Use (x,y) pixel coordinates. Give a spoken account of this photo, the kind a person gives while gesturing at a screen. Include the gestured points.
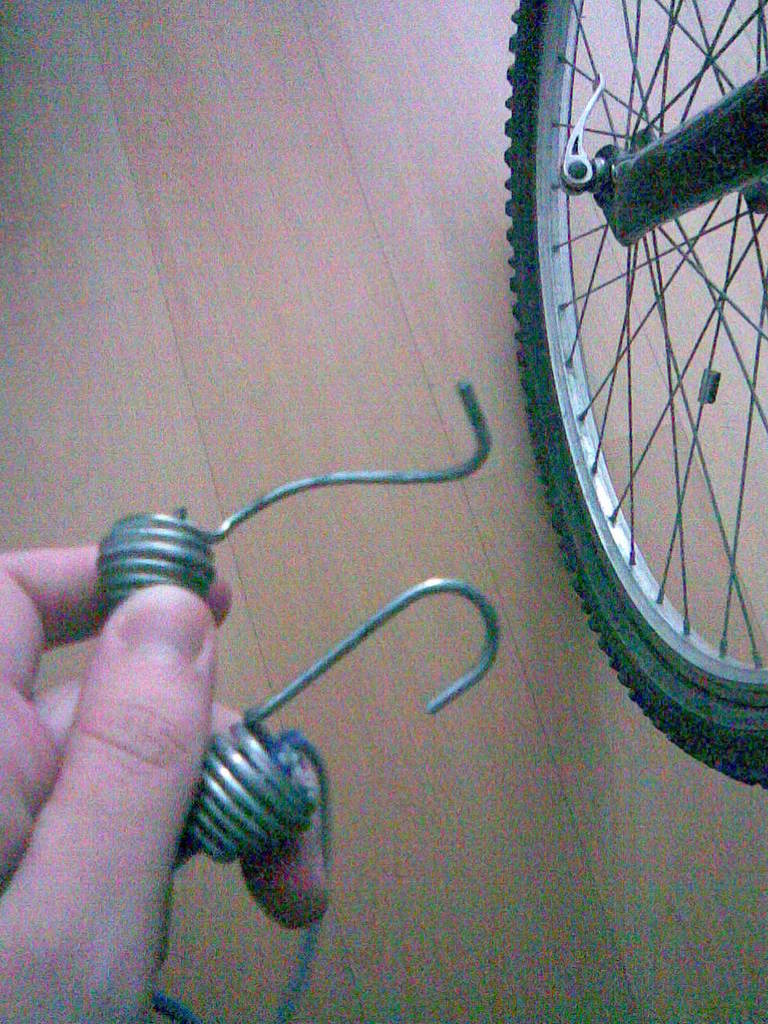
In this picture we can observe a wheel (572,334) of a bicycle (557,194) on the floor (330,269). The floor (415,286) is in cream color. We can observe a human hand (63,749) holding two springs (226,811).
